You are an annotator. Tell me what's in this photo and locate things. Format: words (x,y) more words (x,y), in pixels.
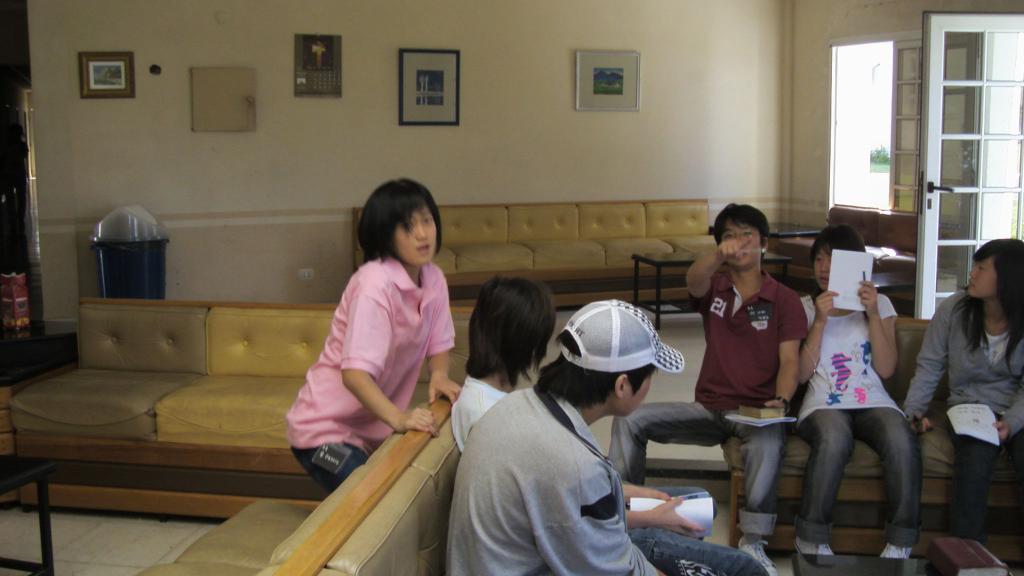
In this picture we can see some persons (707,412) sitting on the sofa (426,530). This is the floor (78,539). And there is a book (943,563) on the table (866,564). On the background (545,131) we can see the wall (424,151). And there are some frames (422,82) on the wall (678,95). Here this is the bin (152,253). And we can see the door (943,159) here.
